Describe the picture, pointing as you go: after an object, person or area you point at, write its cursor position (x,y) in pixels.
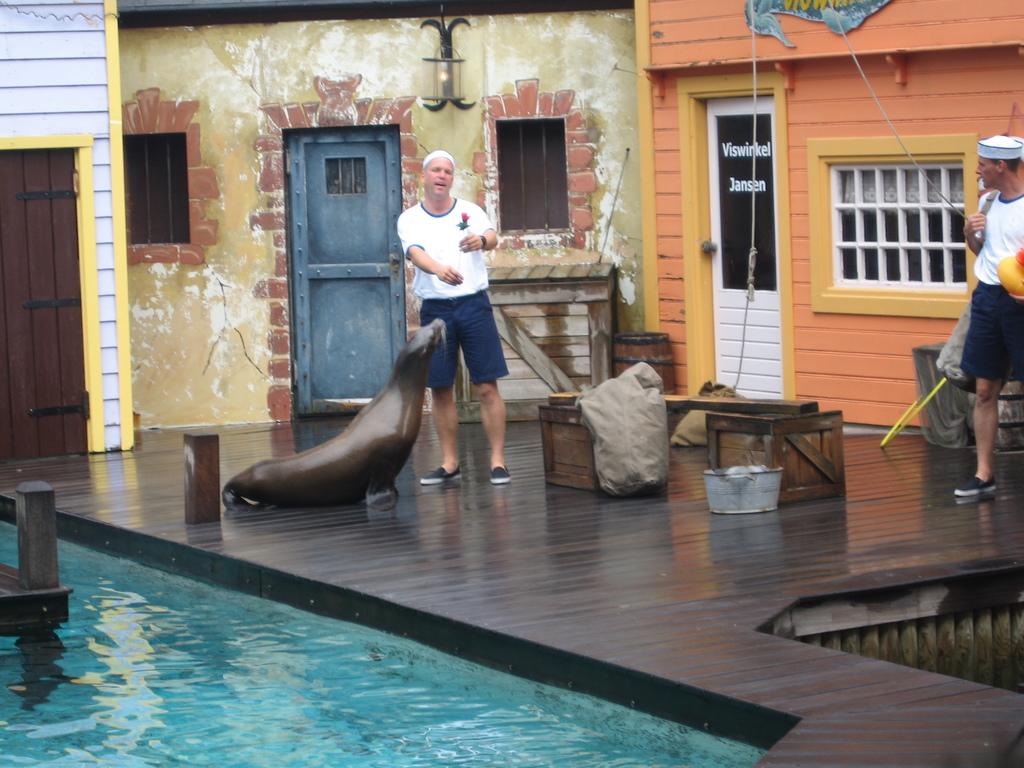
In this image we can see two men (1000,343) are standing. They are wearing white color t-shirt (469,256) with blue shorts (982,344). And one sea lion (422,378) is there on the wooden surface (518,542). We can see two wooden boxes (734,444) and one container (740,490). There is a pool (281,700) at the bottom of the image (572,736). There are different color walls (600,130) in the background (826,129) with doors (28,153) and windows (503,134).
